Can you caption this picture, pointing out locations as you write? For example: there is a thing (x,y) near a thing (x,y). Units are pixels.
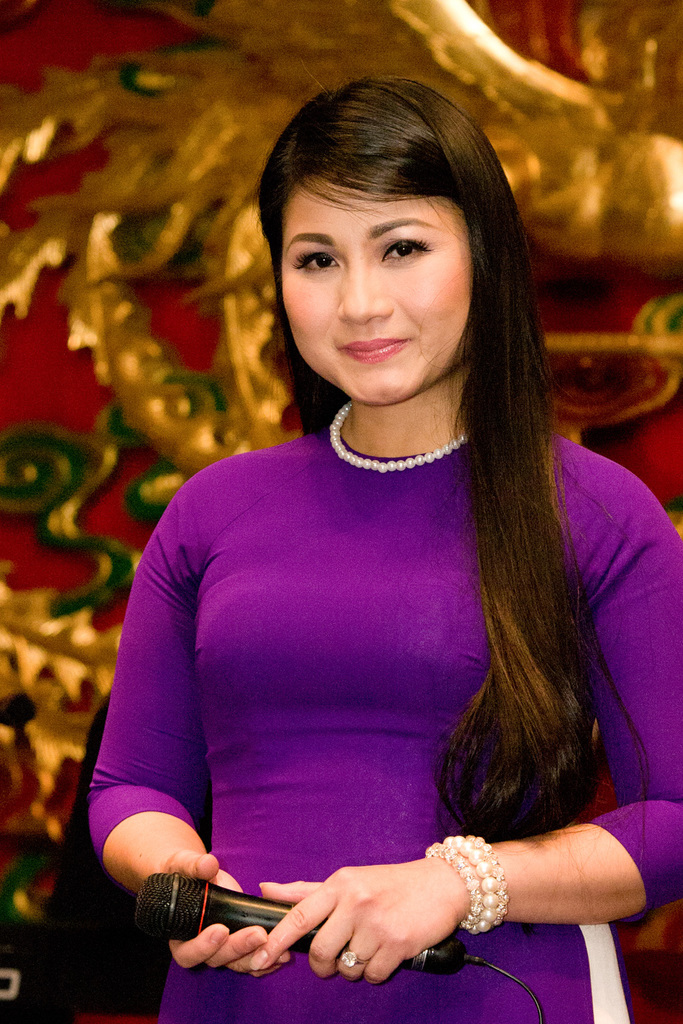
In this image i can see a woman (406,551) standing and smiling she is holding a microphone (215,923) in her hand (357,872).
